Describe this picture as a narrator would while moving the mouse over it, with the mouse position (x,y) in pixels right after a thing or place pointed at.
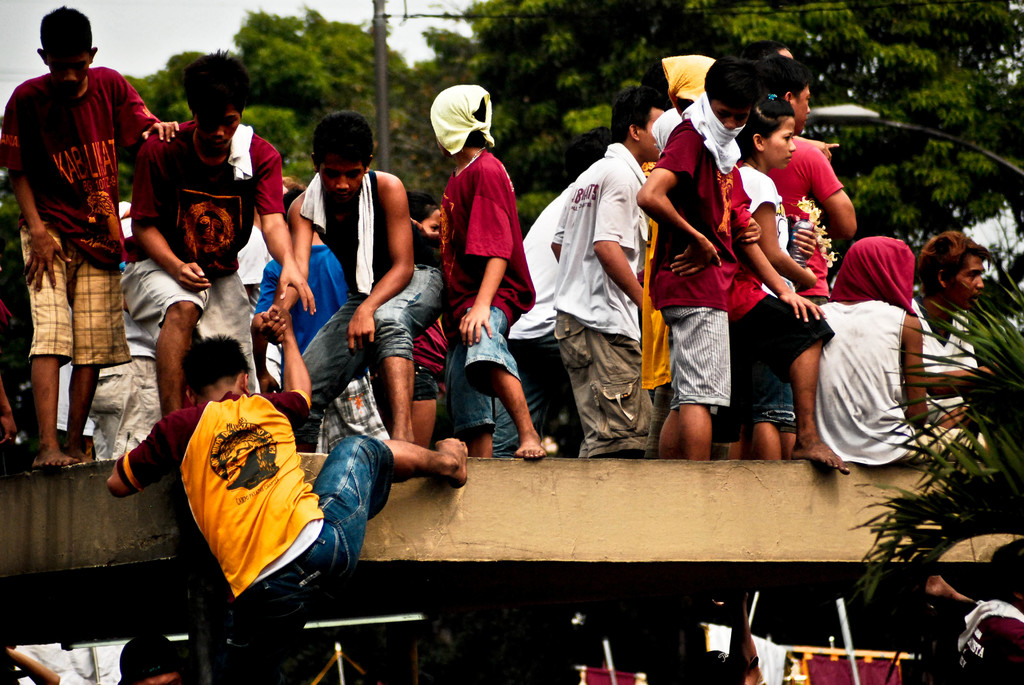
In this image I can see few people (677,322) are standing and one person (248,453) is climbing onto the bridge (679,464). In the background (426,94) there are trees (714,42) and light poles (871,108). At the bottom (150,673) also there are few people (988,655).
